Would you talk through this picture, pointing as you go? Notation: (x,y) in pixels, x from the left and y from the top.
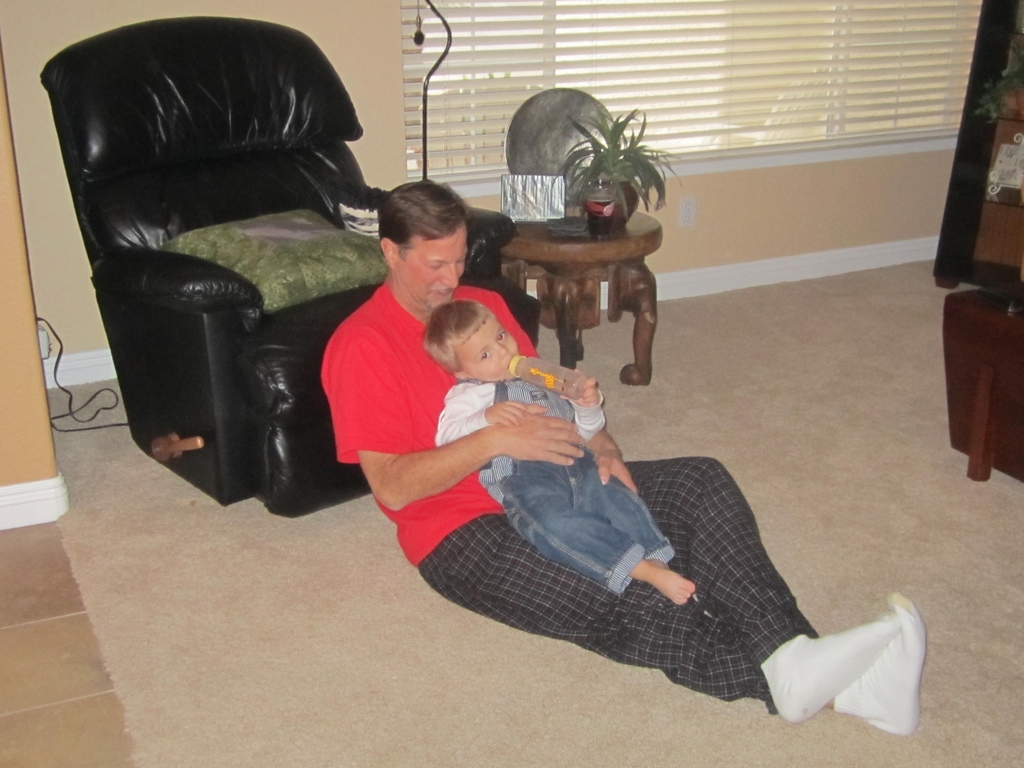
It is a room (122,461). A chair (152,434) is there and a pillow (261,304) on it a person (405,495) is sitting, in his lap (548,587) a small baby (560,513) is there is holding a bottle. He is wearing socks (798,675) and a small table (620,308) is there on that a small plant (626,217), and behind the person (425,203) there is a window (785,110) with shutters (684,122) and a carpet (475,673) under him.
